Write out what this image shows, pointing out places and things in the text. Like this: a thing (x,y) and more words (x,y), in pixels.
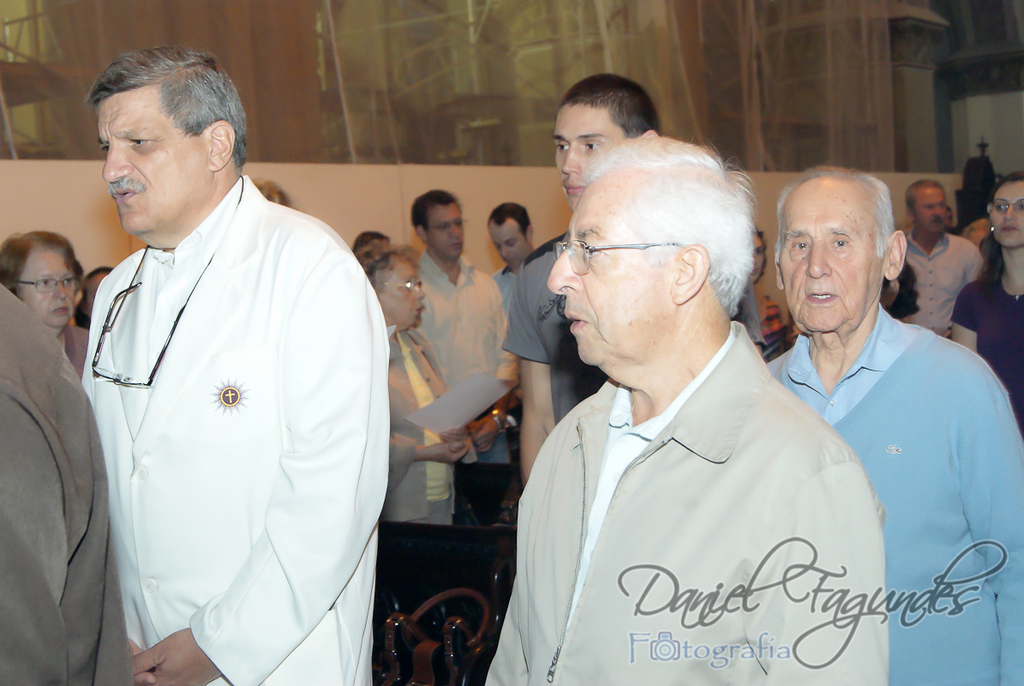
In this image we can see many people (658,378). A person (449,445) is holding a paper (450,419) in the image. There is an object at the bottom of the image (467,628). There is some watermark (842,601) at the rightmost (866,605) bottom of the image (854,598).
